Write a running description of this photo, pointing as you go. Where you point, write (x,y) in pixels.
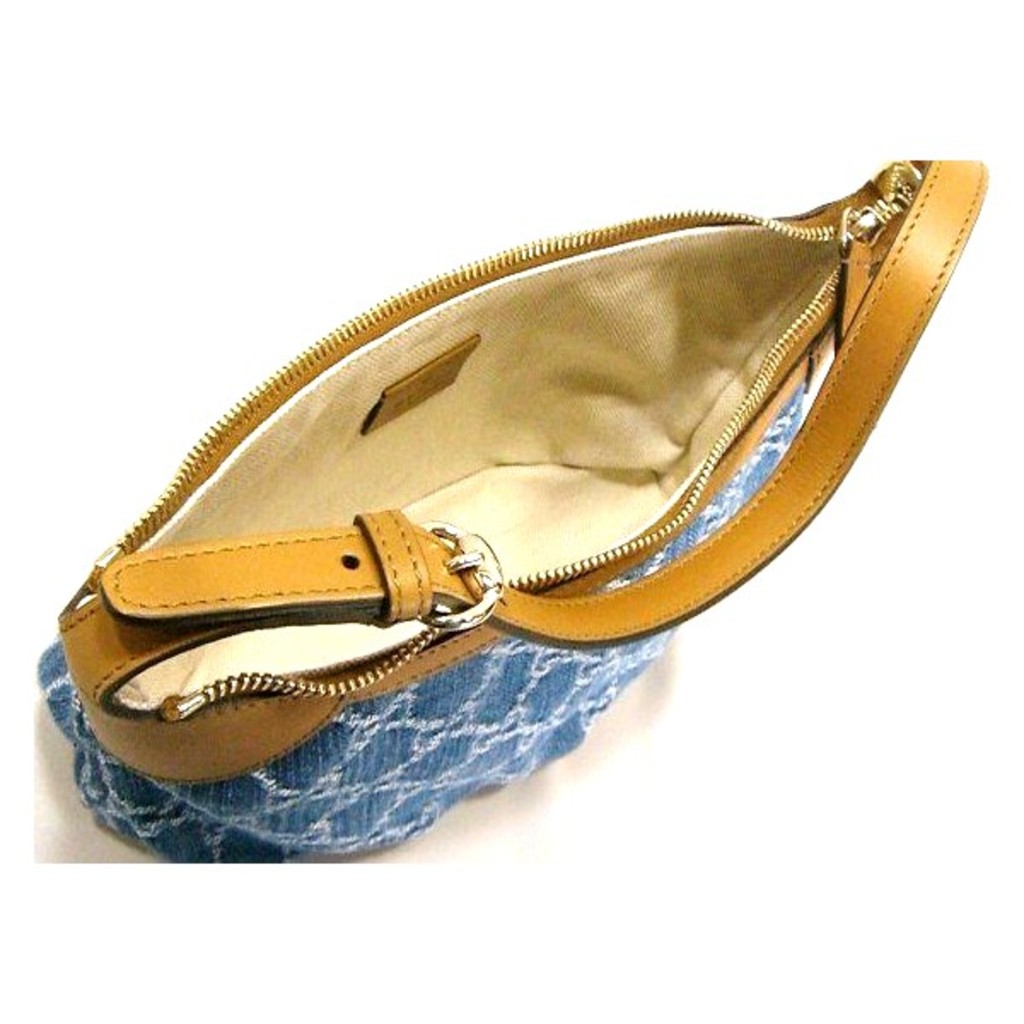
This is inner view of the handbag (549,462) which is blue in color.
